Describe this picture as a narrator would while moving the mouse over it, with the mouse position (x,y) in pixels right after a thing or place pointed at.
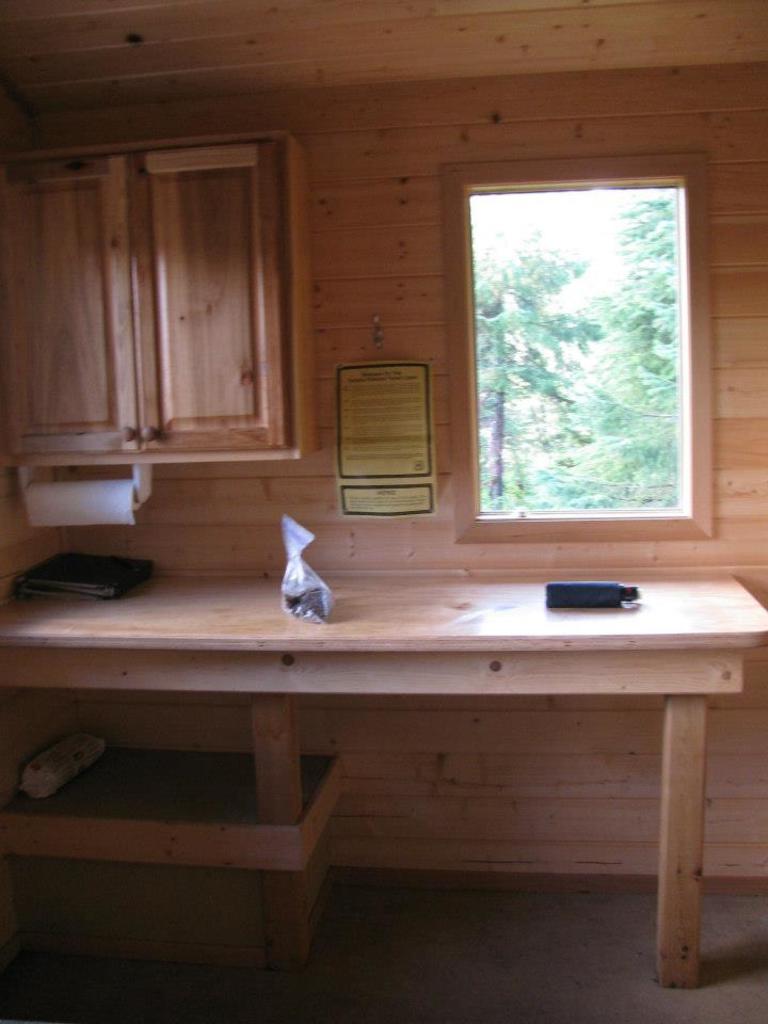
In this image I can see some objects (91,593) on the table (427,610). In the background (576,406), I can see the trees (566,340) behind the window (499,456). I can also see the wall (431,111).
